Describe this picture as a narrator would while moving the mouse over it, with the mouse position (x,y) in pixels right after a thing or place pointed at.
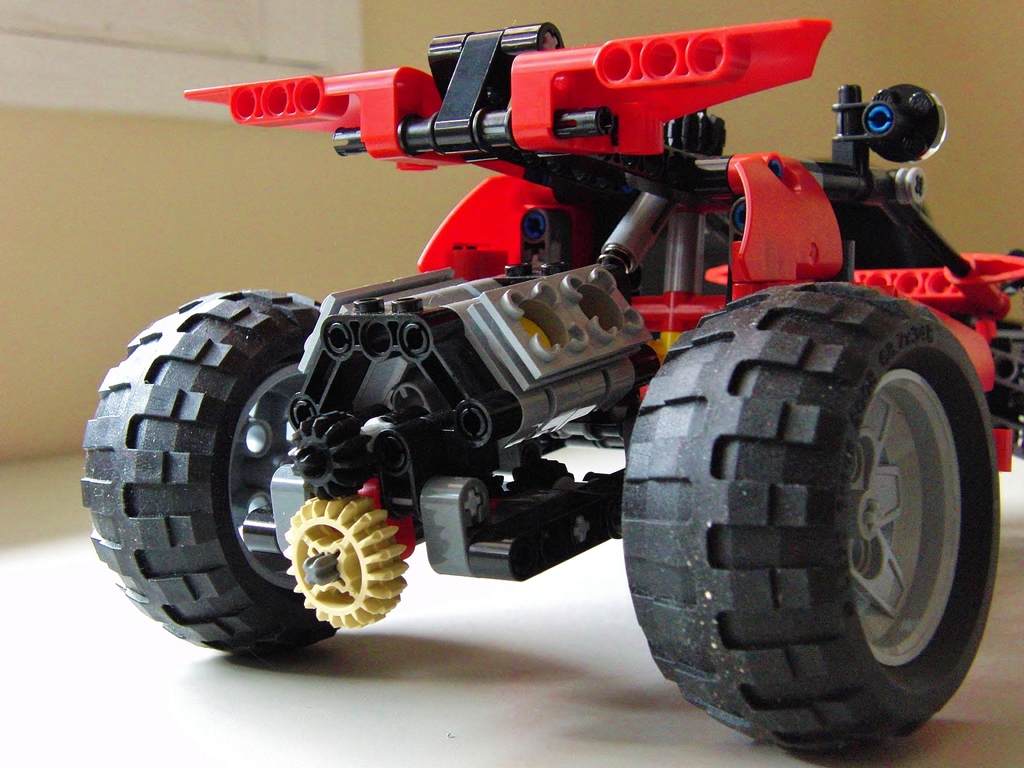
In the center of the image (466,371), we can see a toy vehicle (359,395) on the floor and in the background (575,38), there is a wall (892,70).
